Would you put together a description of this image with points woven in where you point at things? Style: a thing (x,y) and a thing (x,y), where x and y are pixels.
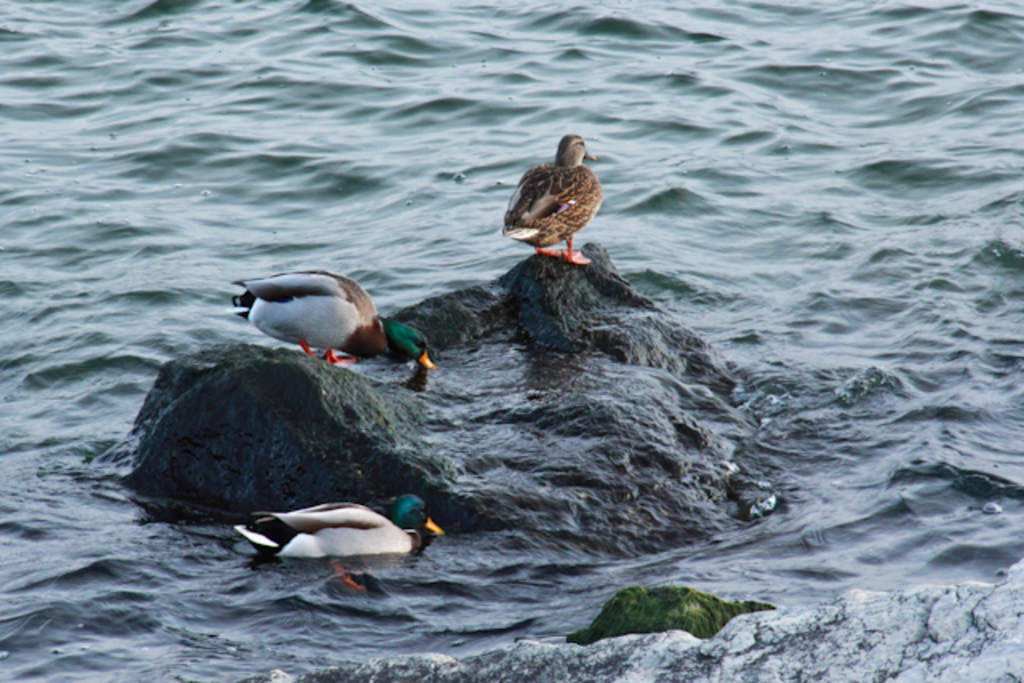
In the center of the picture (571,335) there is a rock (563,303), on the rock (471,289) there are ducks (392,329). In the foreground (645,643) there is a rock (707,615). In the picture there is water (316,110).
